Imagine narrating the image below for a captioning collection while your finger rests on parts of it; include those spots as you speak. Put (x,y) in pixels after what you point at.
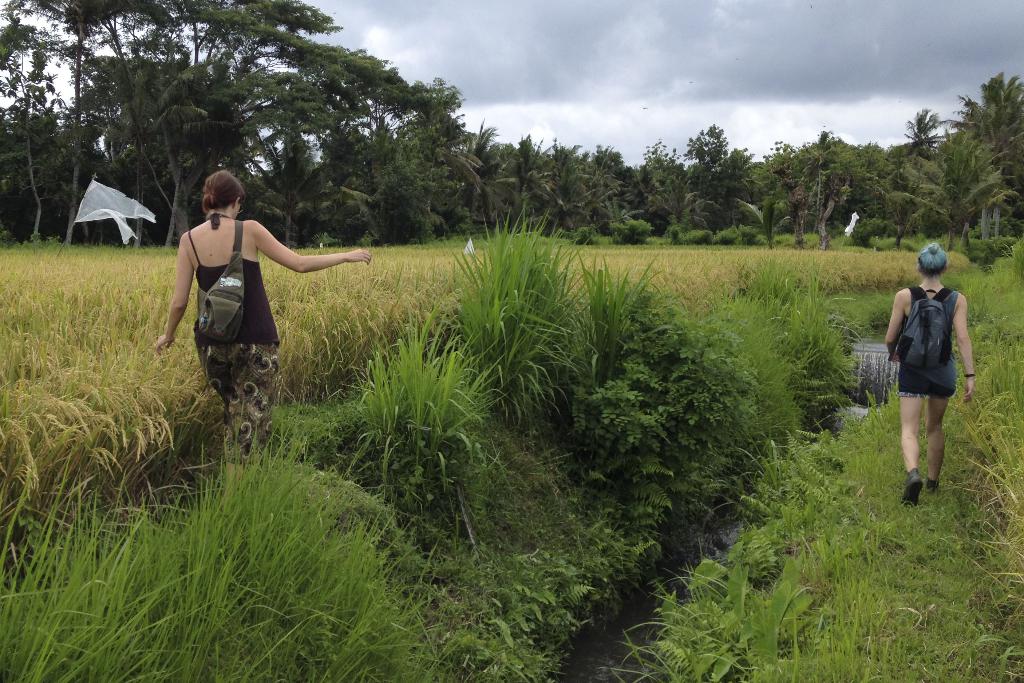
This is the picture of a fields (136,463). In this image there are two persons (938,479) walking on the grass (527,496). In the middle of the image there is water (690,567). At the back (598,216) there are trees (587,163) and flags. At the top (647,108) there are clouds (747,64). At the bottom (467,574) there is grass (839,641).
